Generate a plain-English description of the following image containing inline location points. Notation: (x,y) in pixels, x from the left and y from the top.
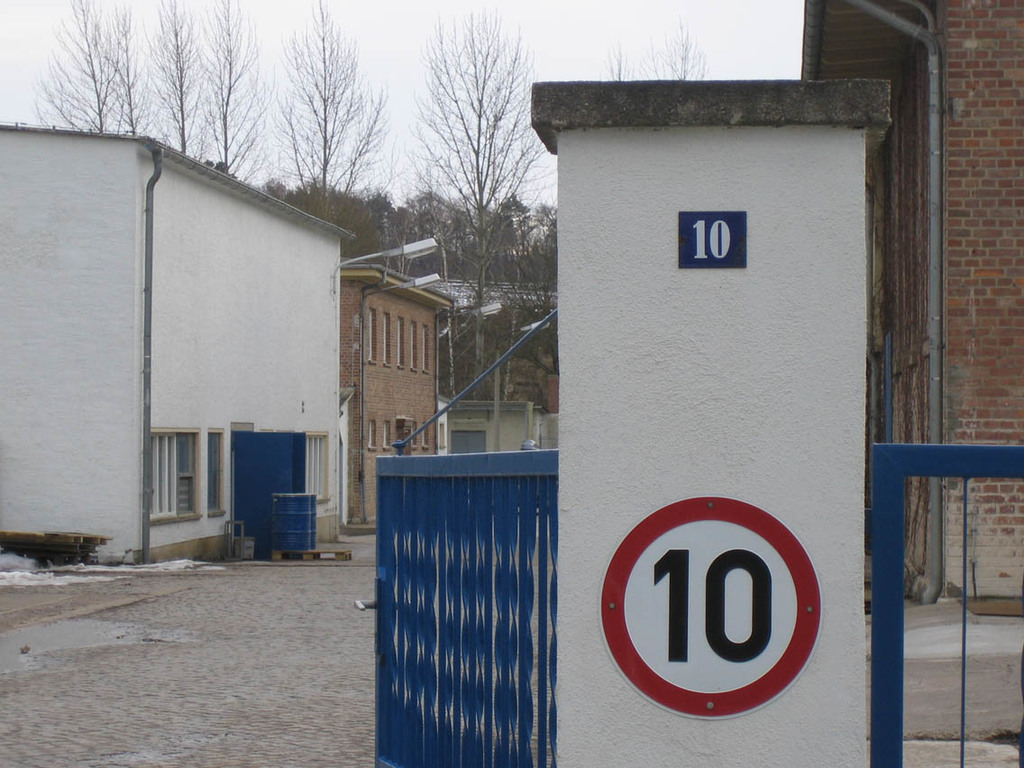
In this image there are buildings (396,322), light poles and also many trees (428,223). On the right (843,297) there is a pillar (783,358) with a number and fence (556,587) and also gate (556,587). Sky (420,54) is visible at the top (399,61) and at the bottom (173,653) there is path (158,662).
